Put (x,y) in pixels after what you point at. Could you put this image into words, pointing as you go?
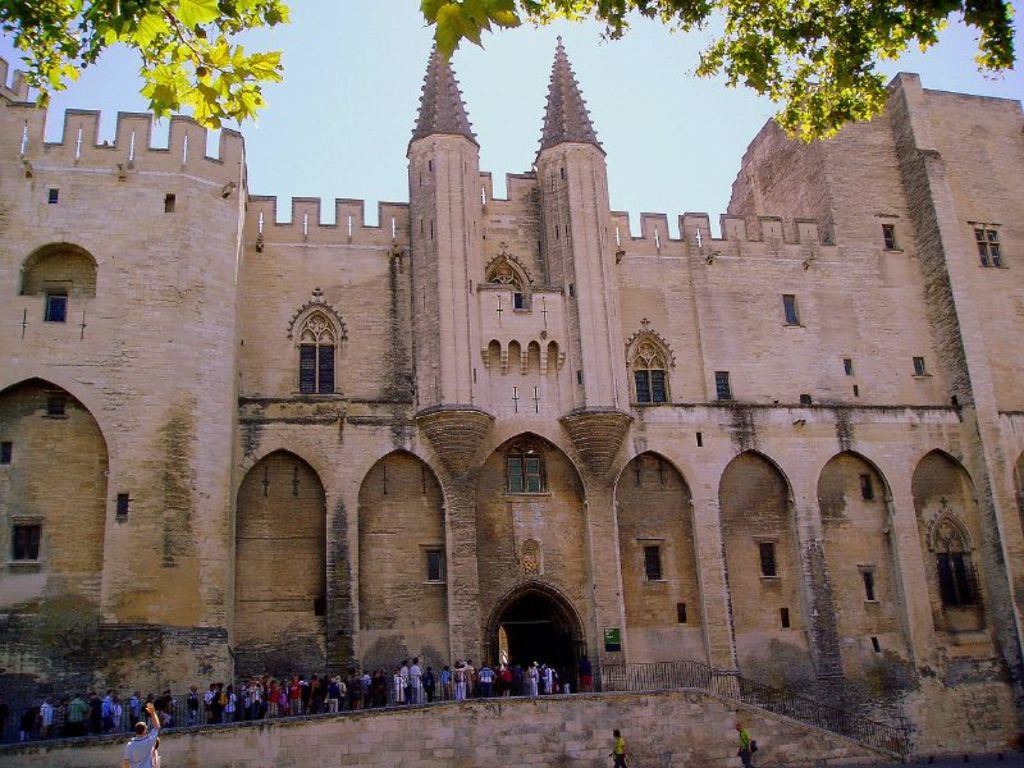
In this image I can see a building (455,466) which is brown in color and few people (238,694) standing inside the railing (649,666) which is black in color. In the background (141,89) I can see few trees (197,6) and the sky (399,77).
